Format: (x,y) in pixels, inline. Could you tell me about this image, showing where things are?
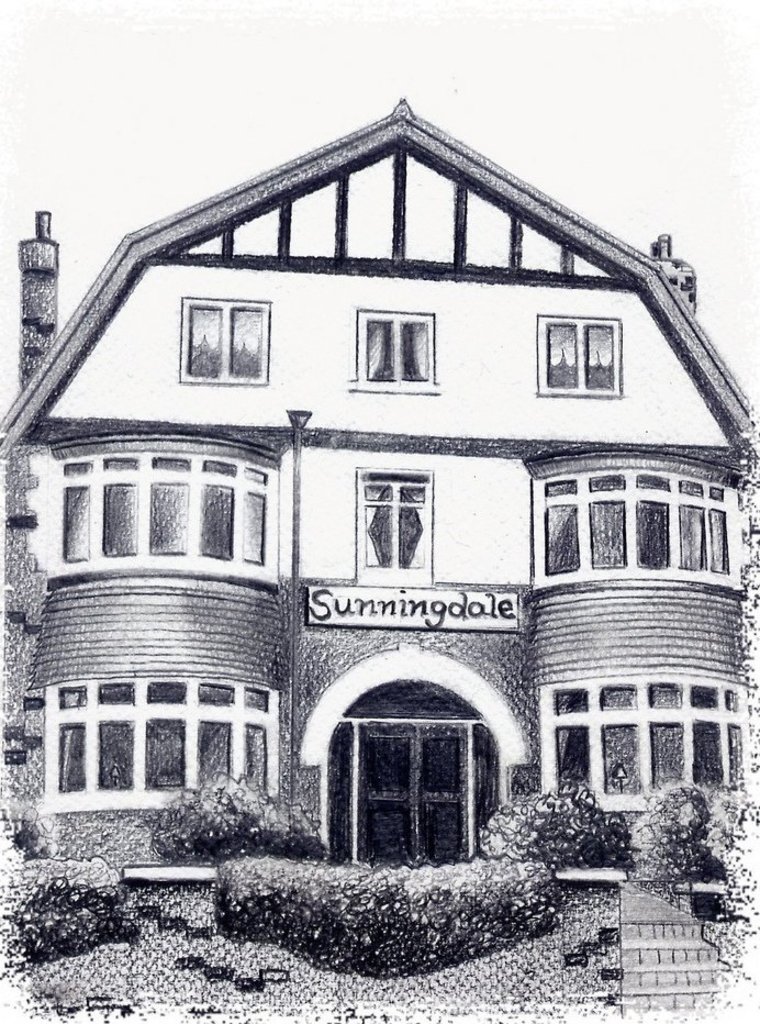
In this picture I can see the depiction image and I see the building (180,395), bushes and I see a board (423,590) on which there is a word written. I see that this is a black and white image.
